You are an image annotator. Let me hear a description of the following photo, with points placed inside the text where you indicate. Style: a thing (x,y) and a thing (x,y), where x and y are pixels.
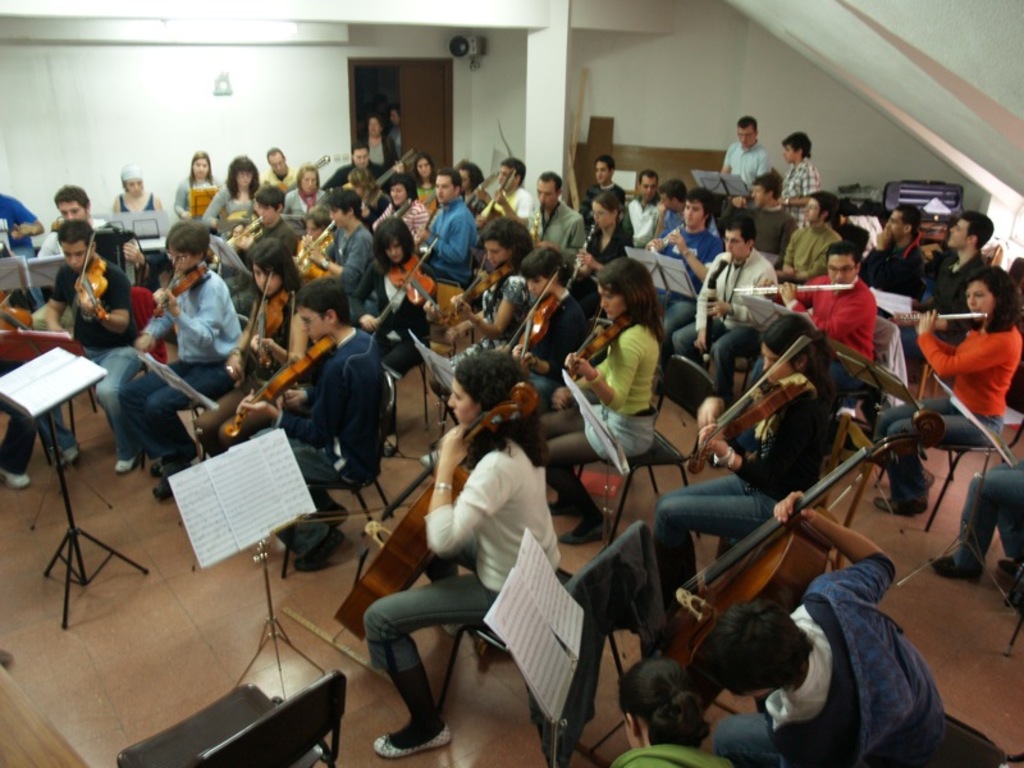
In this picture I can see number of people (731,271) who are sitting on chairs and I see that all of them are holding musical instruments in their hands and I see stands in front of them, on which there are notes (28,366). In the background (245,76) I see the wall (563,102) and in the middle of this picture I see 2 persons (377,140) and on the top of this picture (180,33) I see a light (168,26).
